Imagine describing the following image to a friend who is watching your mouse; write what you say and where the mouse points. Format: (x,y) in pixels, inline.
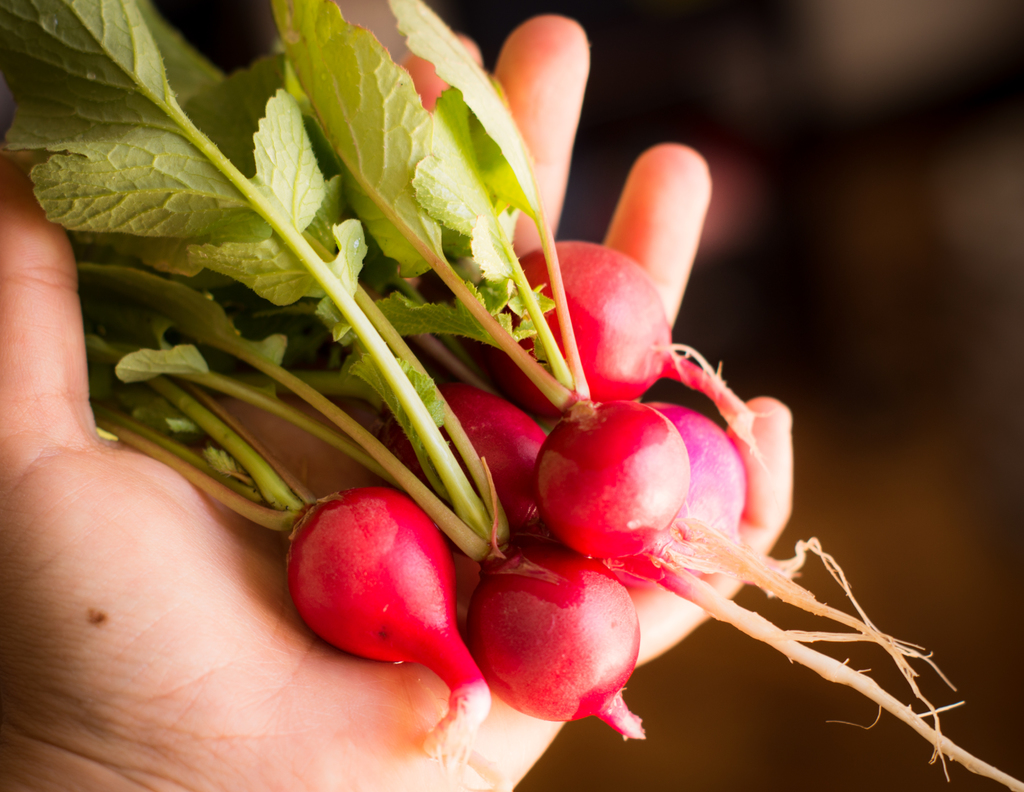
In this image there is one person (110,599) holding some vegetables (357,496) as we can see in middle of this image (425,476).
